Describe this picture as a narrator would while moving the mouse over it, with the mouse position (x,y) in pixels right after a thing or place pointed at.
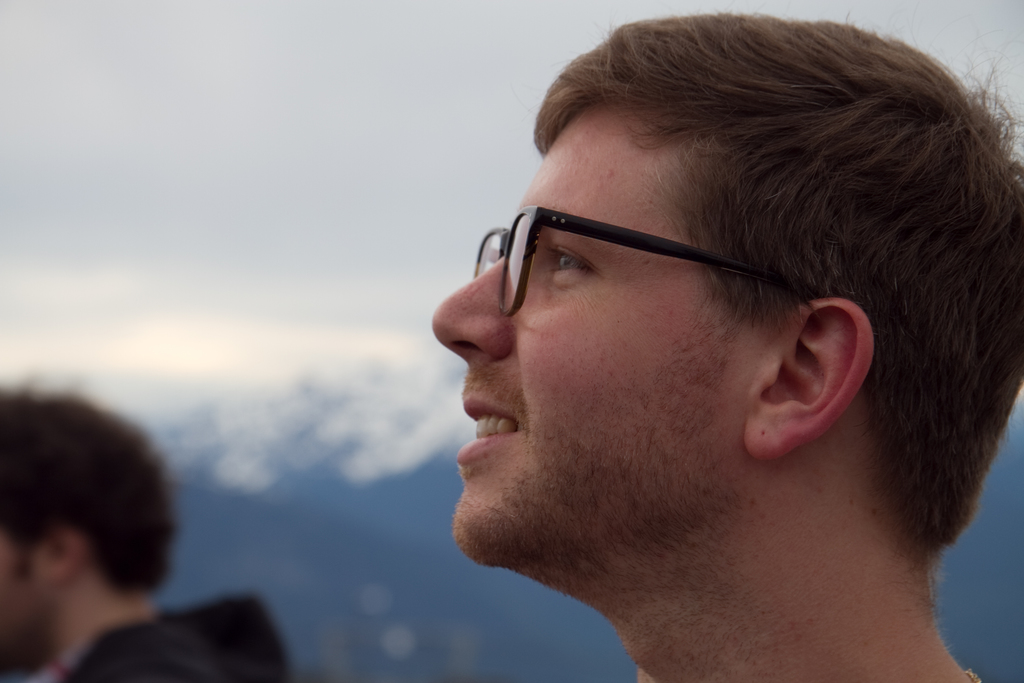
In this image I can see a man (523,437) in the front (813,277) and I can see he is wearing specs (512,309). I can also see smile (507,405) on his face (521,405). In the background (47,484) I can see one more person (7,468) and I can see this image is little bit blurry in the background (24,205).
